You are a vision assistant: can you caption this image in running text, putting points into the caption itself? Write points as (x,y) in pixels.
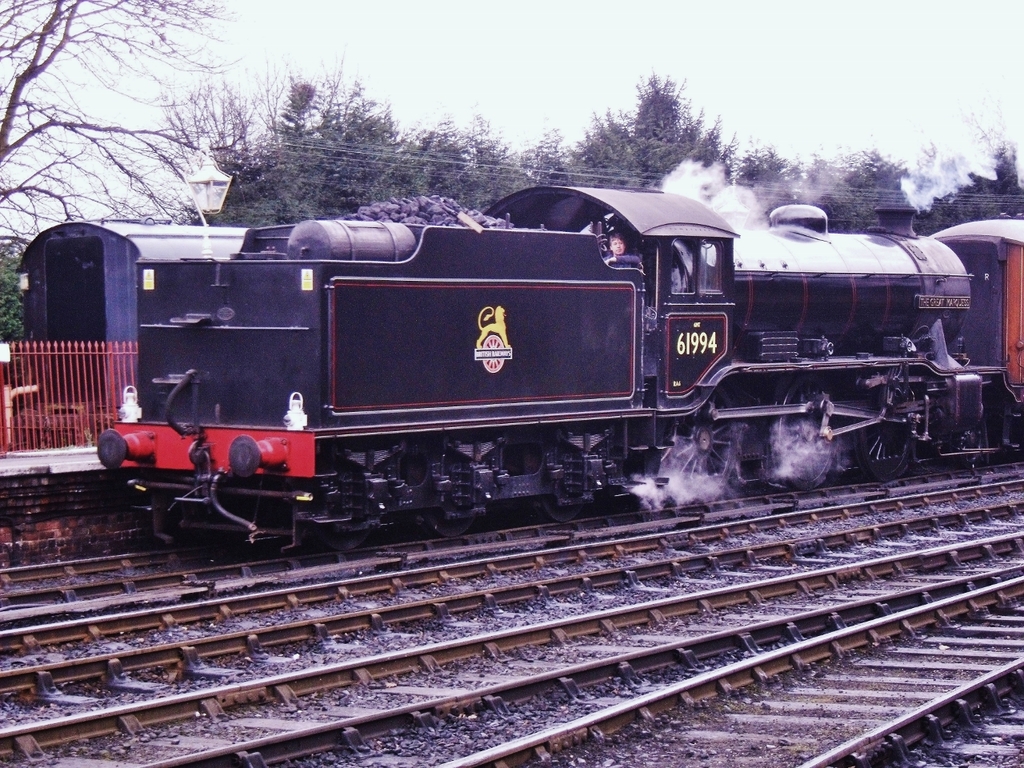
In this picture, we see the train (621,334) in black and red color is moving on the tracks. At the bottom (524,602), we see the railway tracks (681,634) and concrete stones (608,607). On the left side (69,486), we see the railing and the platform (85,480). Behind that, we see another train (102,259). There are trees (433,184) in the background (538,174). At the top (597,94), we see the sky (963,60).
